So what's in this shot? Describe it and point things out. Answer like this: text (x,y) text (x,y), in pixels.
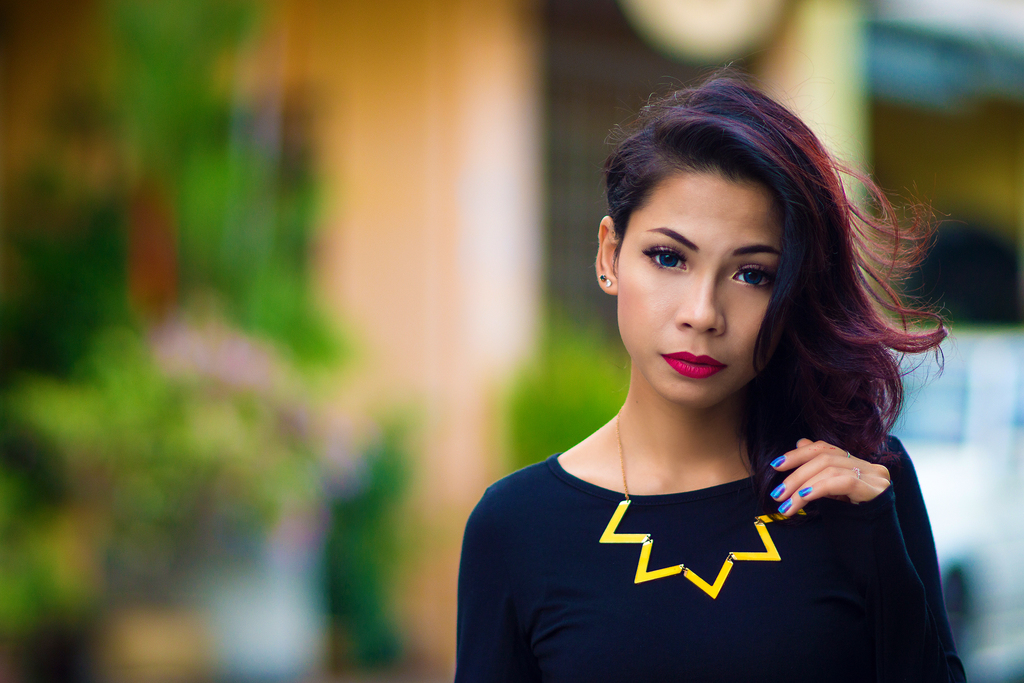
In this image I can see the person (659,570) wearing the navy blue color dress (697,591) and the yellow color neck chain (639,573). And there is a blurred background (253,440).
